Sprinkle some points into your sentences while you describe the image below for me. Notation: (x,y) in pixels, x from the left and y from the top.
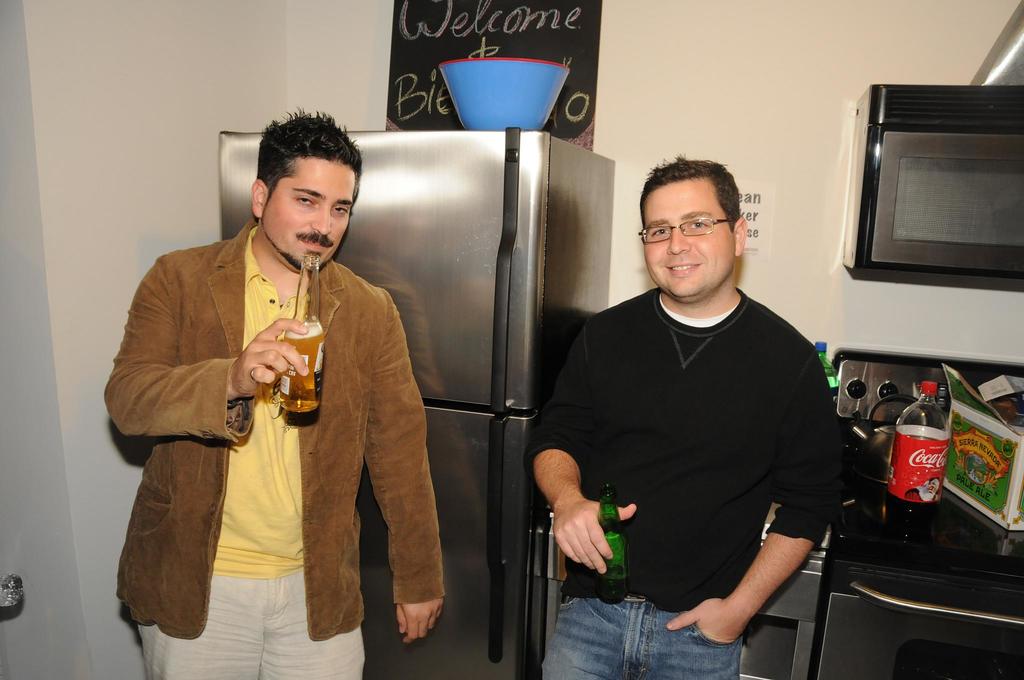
In this picture, There are two persons (702,405) standing and they are holding bottles (611,522), In the right side (935,603) there is a table (825,612) which is black color and in the middle (488,373) there is a fridge (473,353) which is in ash color, In the background (542,27) there is a board (466,26) which is in black color.
